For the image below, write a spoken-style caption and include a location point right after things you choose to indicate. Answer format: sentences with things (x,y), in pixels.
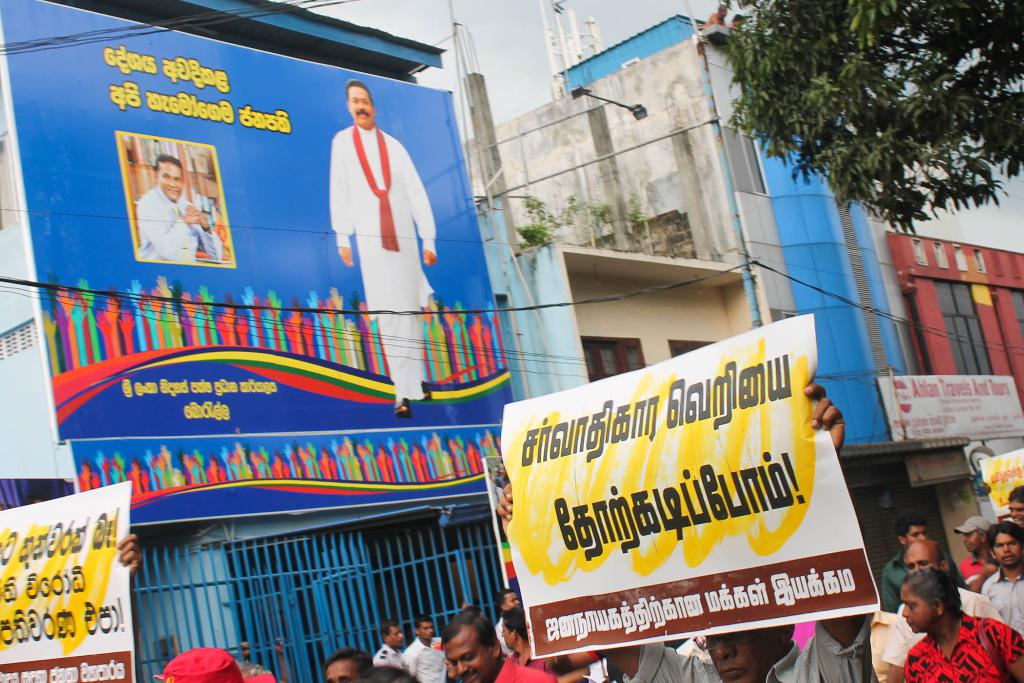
At the bottom of the image (1006,659), we can see a group of people (387,675). We can see a man (684,661) holding a banner (718,541). In the background (980,325), we can see buildings (925,509), walls (952,488), grilles (165,593), banners (957,417), glass objects (964,308), plants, wires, poles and the sky (406,18). In the top right corner (889,100), we can see a tree (924,23).
